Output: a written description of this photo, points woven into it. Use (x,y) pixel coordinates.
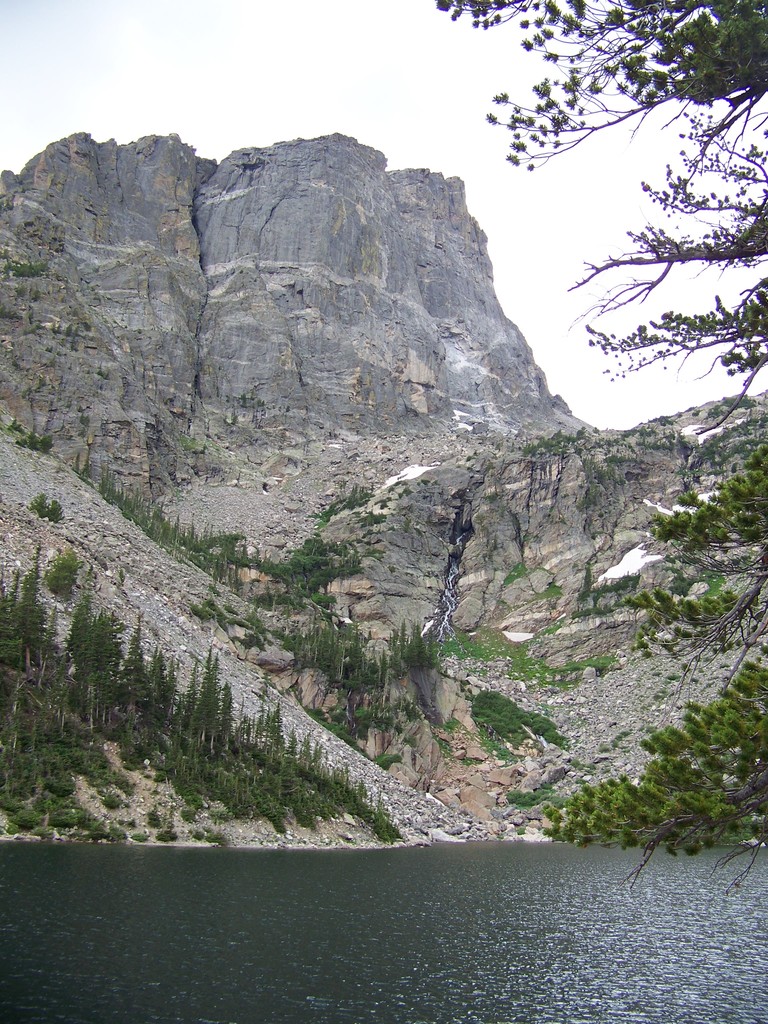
In this picture we can observe river (242,947). There are trees (180,728). We can observe a hill (238,280) and a sky (509,194).
